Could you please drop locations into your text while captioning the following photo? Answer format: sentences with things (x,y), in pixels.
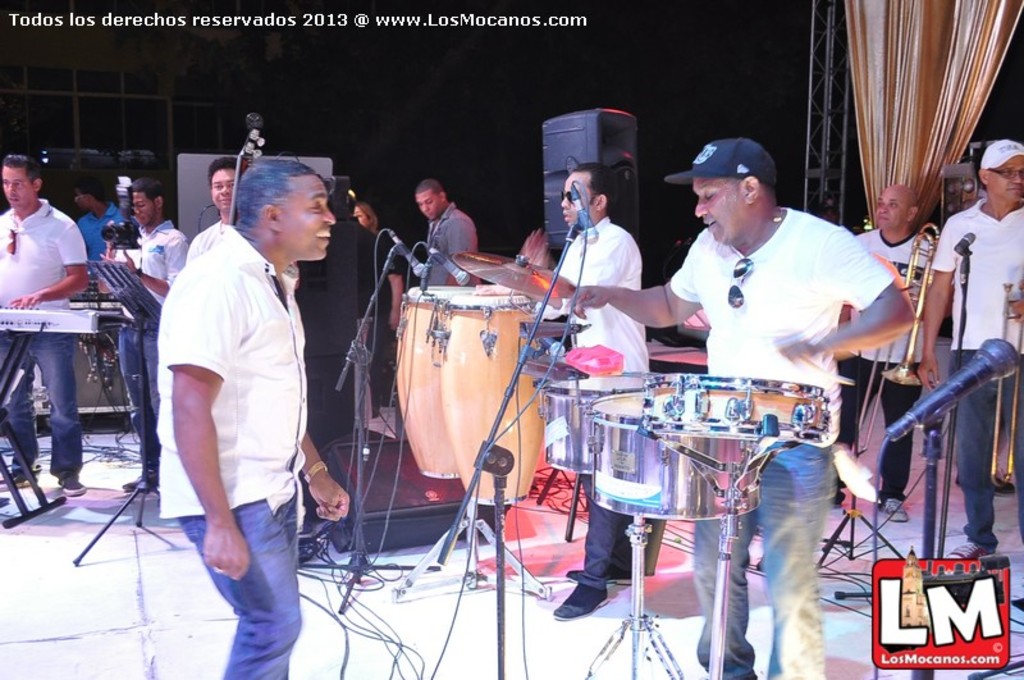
This is a picture taken on a stage (460,556), there are group of people (784,289) playing the multiple music instrument (446,329) in front of these people (460,243) there are microphones (437,256) with stands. Behind the people (224,271) there are music instruments (85,304), speaker (606,161) and on the image there is a watermark (952,627).
